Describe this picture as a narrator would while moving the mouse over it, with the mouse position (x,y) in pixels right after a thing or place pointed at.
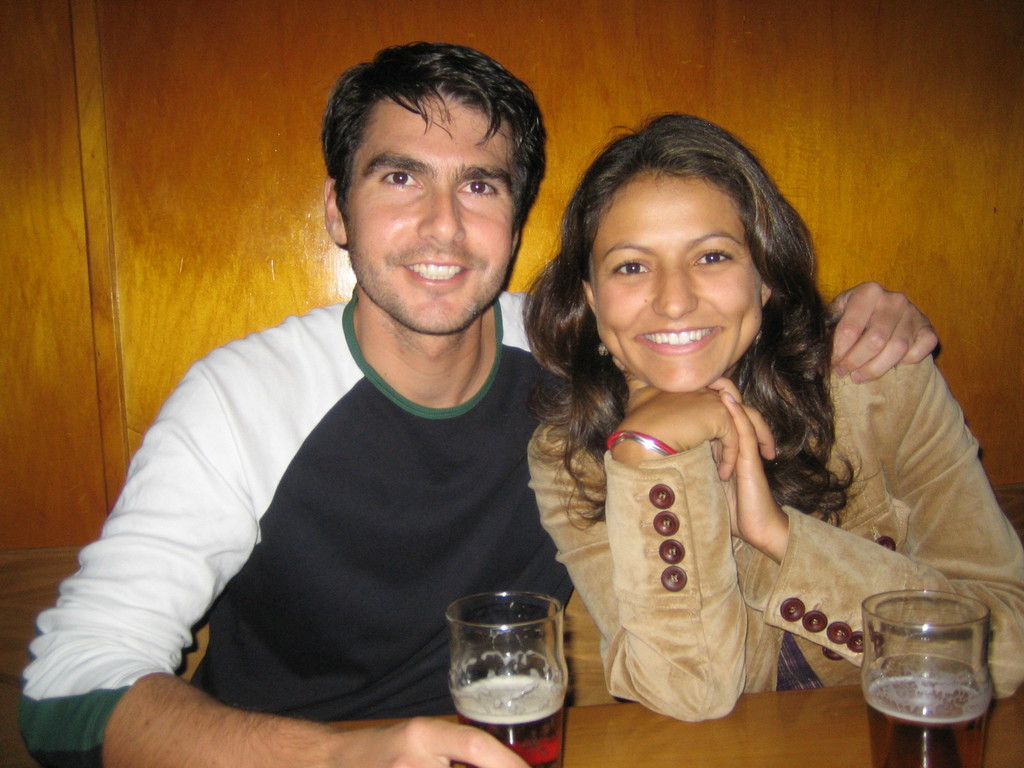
In a picture there are two people (668,385) and in front of them there are drinks (560,626). One woman (639,626) is wearing a brown coat (701,560) and man (505,458) is wearing a t-shirt (289,440) and behind them there is a wooden wall (805,21).
